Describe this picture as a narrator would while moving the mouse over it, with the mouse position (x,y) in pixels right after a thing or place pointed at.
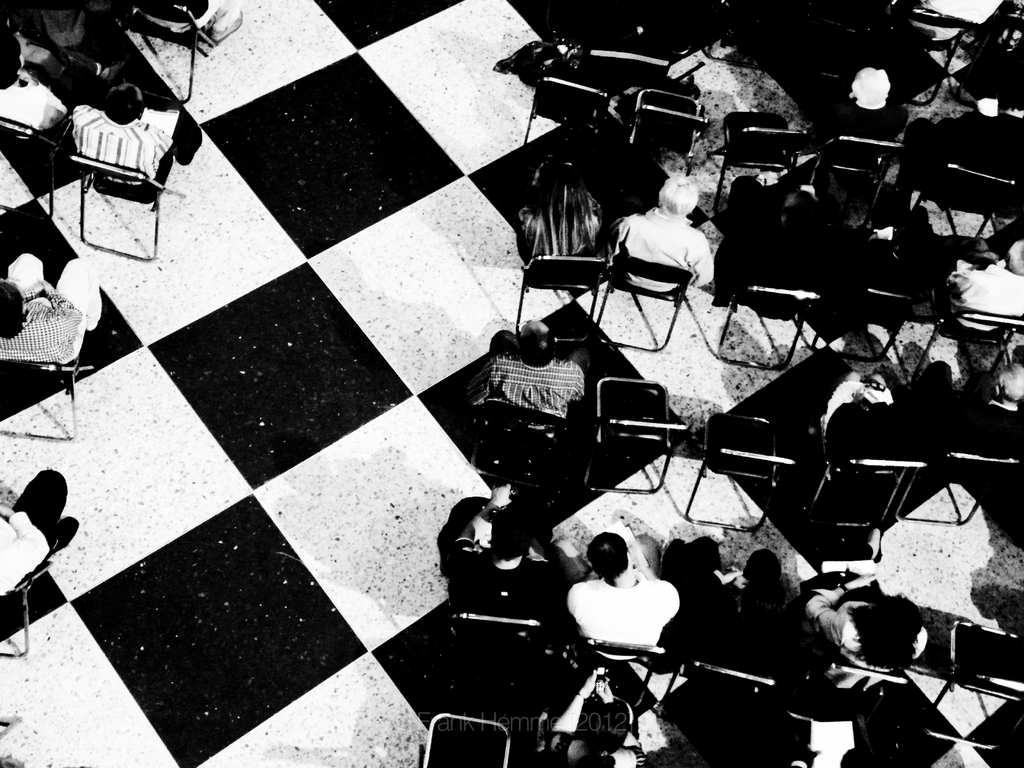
In this image, group of people (605,626) are sat on the chairs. And there is a white and black color floor (313,430).
